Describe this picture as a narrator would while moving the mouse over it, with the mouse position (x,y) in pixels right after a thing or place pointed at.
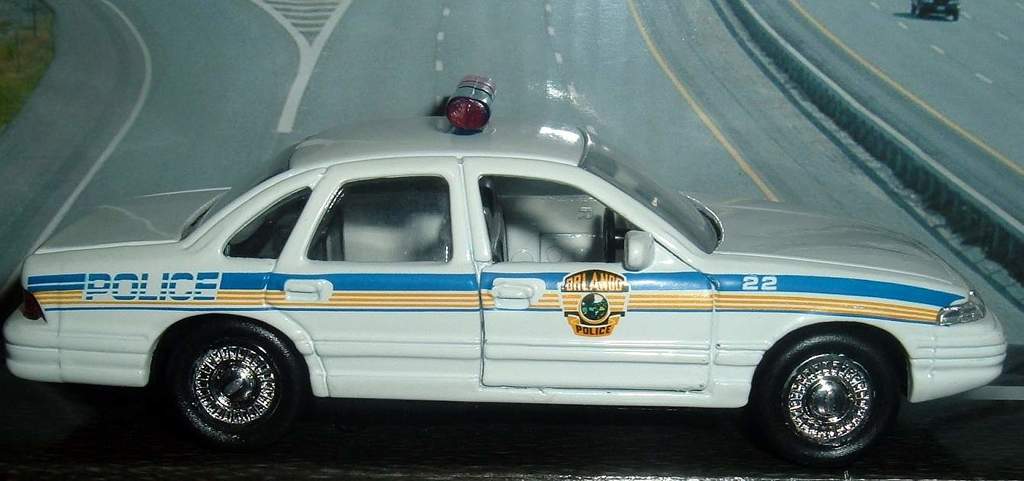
In this image we can see a vehicle (527,301). In the background of the image (924,90) there are roads (542,65) and an object (956,0). At the bottom of the image (622,420) there is a black surface (510,449).
